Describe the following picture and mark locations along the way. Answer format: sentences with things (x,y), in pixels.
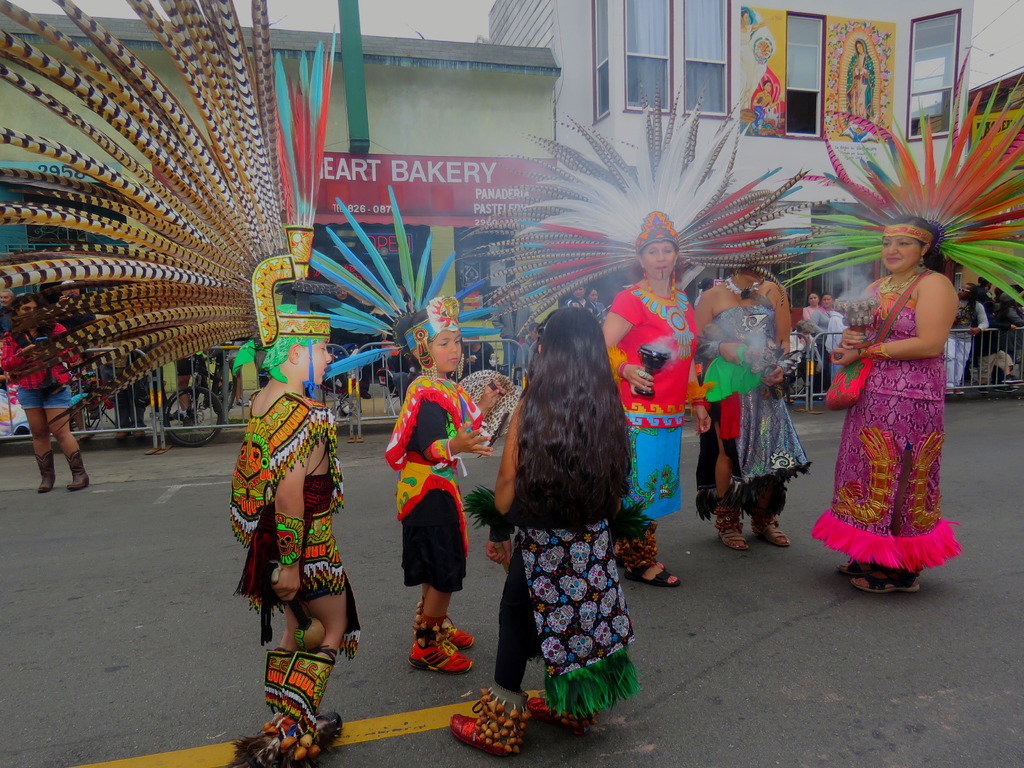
In this picture I can see few people (459,568) in fancy dresses (542,298). I can see group of people (27,390) standing, barriers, buildings (667,100), boards (889,26) and some other objects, and in the background (420,15) there is the sky (420,15).
